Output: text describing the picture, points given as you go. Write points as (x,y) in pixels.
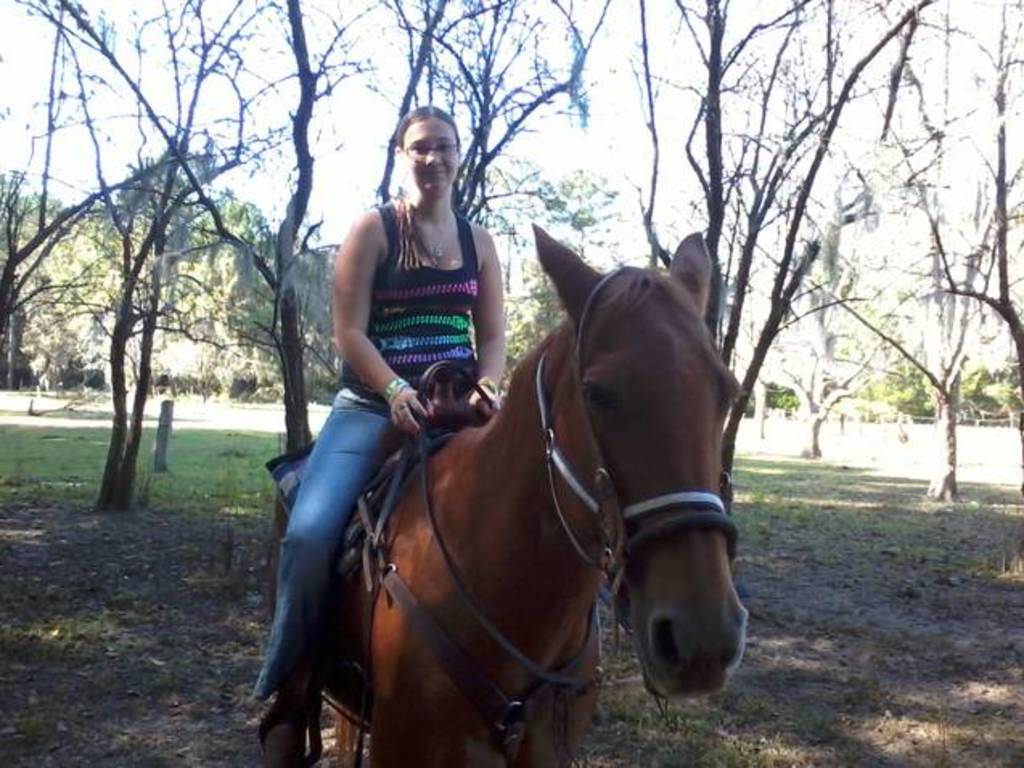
This picture shows a woman (296,564) riding a horse (701,265) and we see trees (805,330) around.
